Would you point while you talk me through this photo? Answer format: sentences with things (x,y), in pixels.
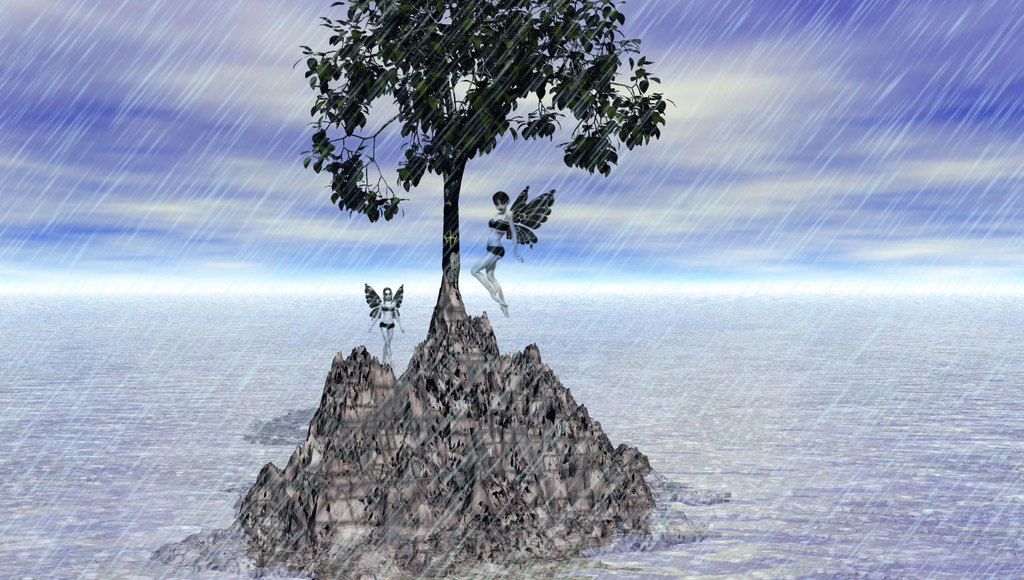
This is an animated picture. In the foreground of the picture (409,387) we can see people (391,306) with wings (373,308), tree (448,240) and other objects (372,487). In this picture it is raining. In the background (826,93) there are clouds (163,157). At the bottom (91,388) it might be water (877,389).
